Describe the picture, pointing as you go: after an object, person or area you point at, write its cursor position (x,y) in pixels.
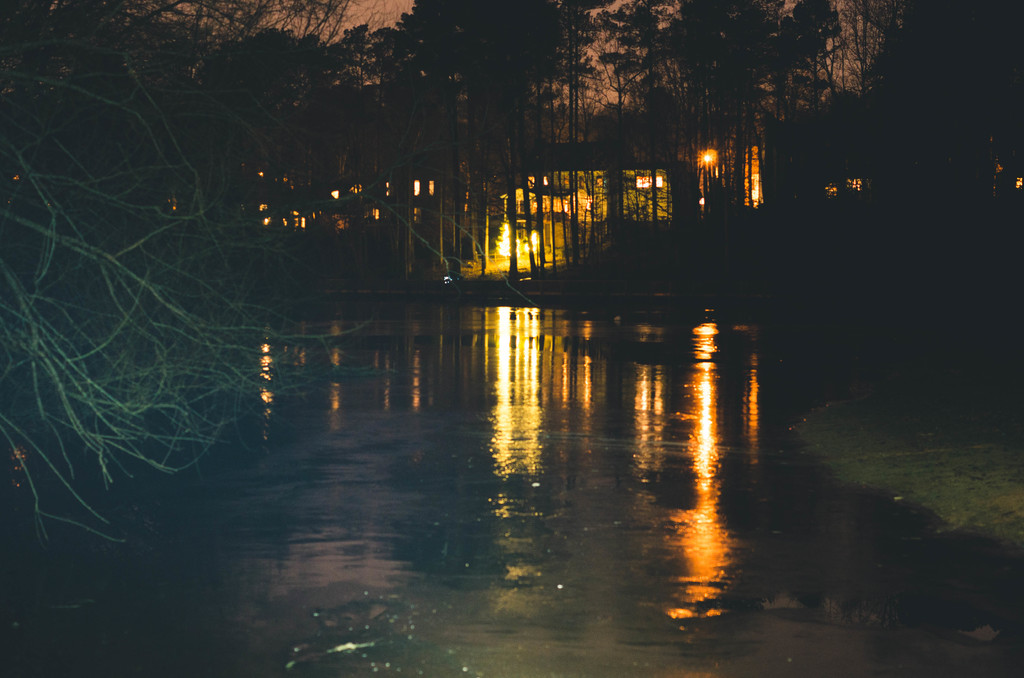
In this image we can see trees (734,92), lights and other objects (580,161). In the background of the image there is the sky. On the left side of the image (110,276) there is the tree (106,279). At the bottom of the image (605,580) there is water (719,351). On the water (477,344) we can see some reflections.
